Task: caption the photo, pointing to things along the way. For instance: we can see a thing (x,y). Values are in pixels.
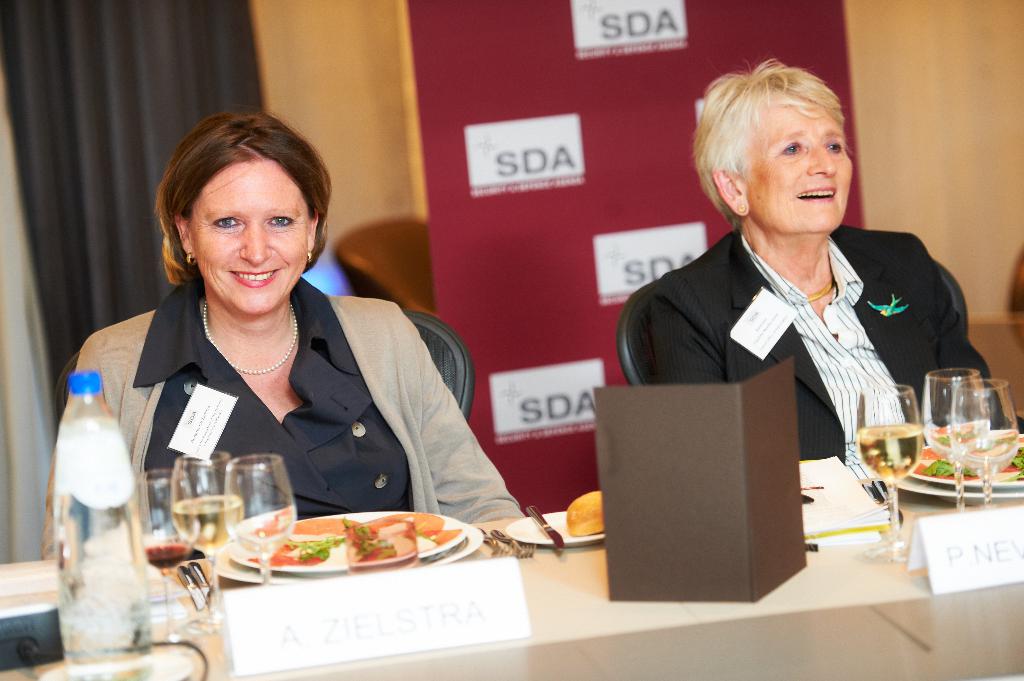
In this image there are two women (756,299) sitting on their chairs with a smile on their face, in front of them there is a table (792,603) with food items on the plate (421,557), glasses (387,544), water bottle (84,609), book (622,532) and a few other objects (304,606) on top of it, behind them there is a banner (479,208) with some text (537,179), chairs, curtains (115,157) and a wall (385,183).
